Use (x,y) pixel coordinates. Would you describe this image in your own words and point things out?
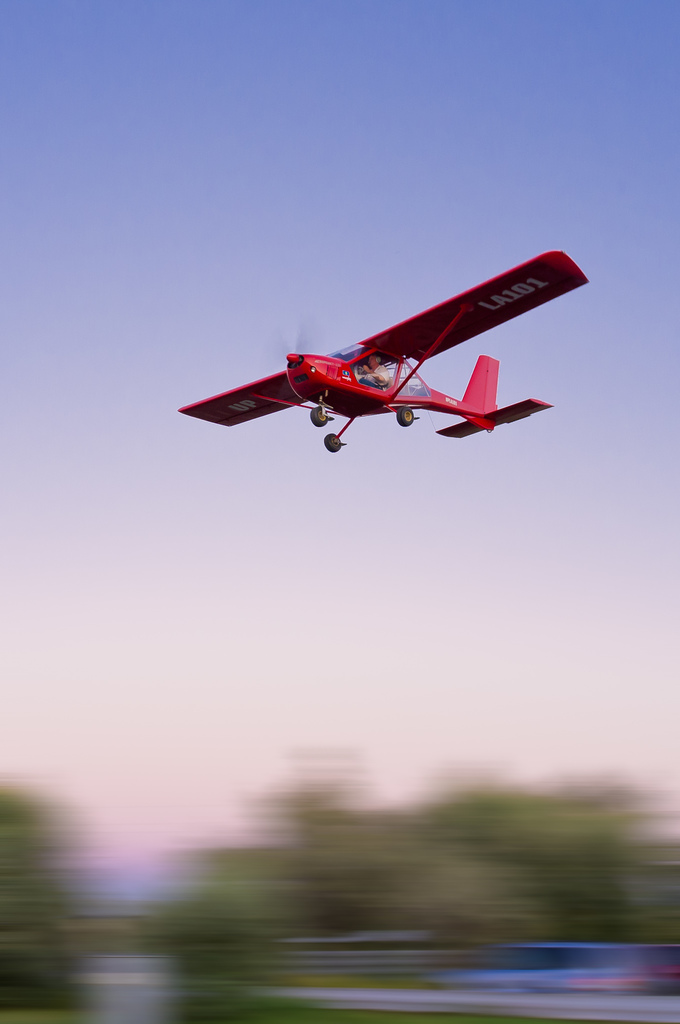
Here in this picture we can see an air plane (360,395) flying in the air and we can see the sky (382,537) is clear and below that we can see trees (47,927) in blurry manner.
